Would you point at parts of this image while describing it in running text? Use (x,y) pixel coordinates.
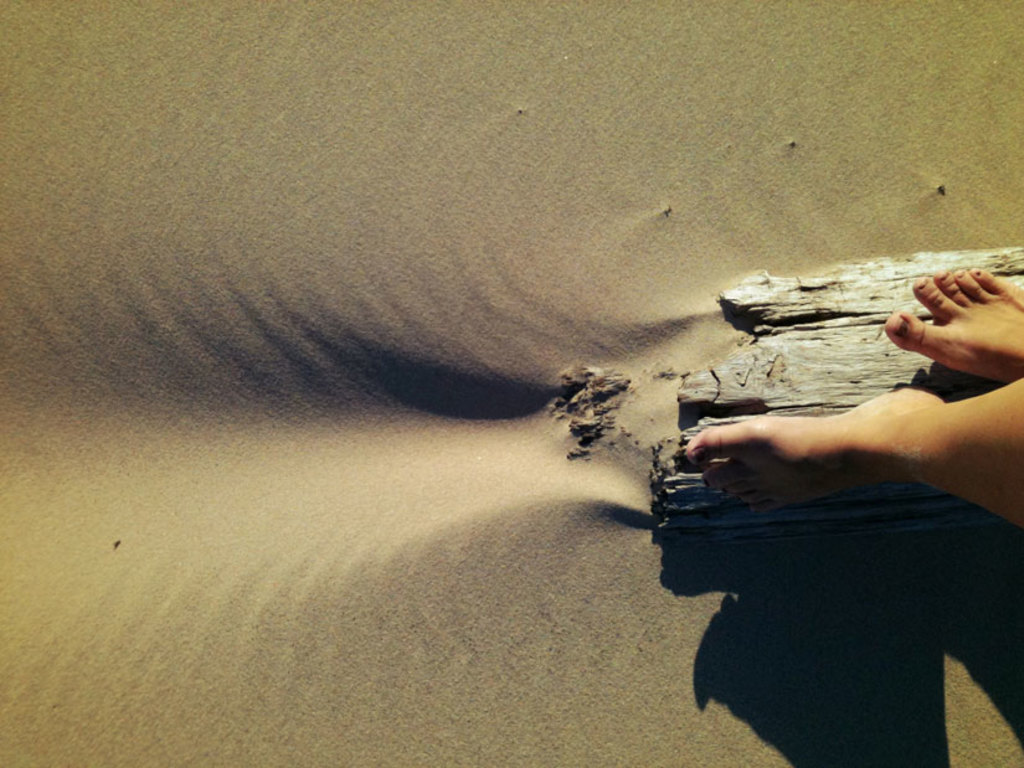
In this image, we can see persons legs (874,438) and at the bottom (280,617), there is sand (429,415).
